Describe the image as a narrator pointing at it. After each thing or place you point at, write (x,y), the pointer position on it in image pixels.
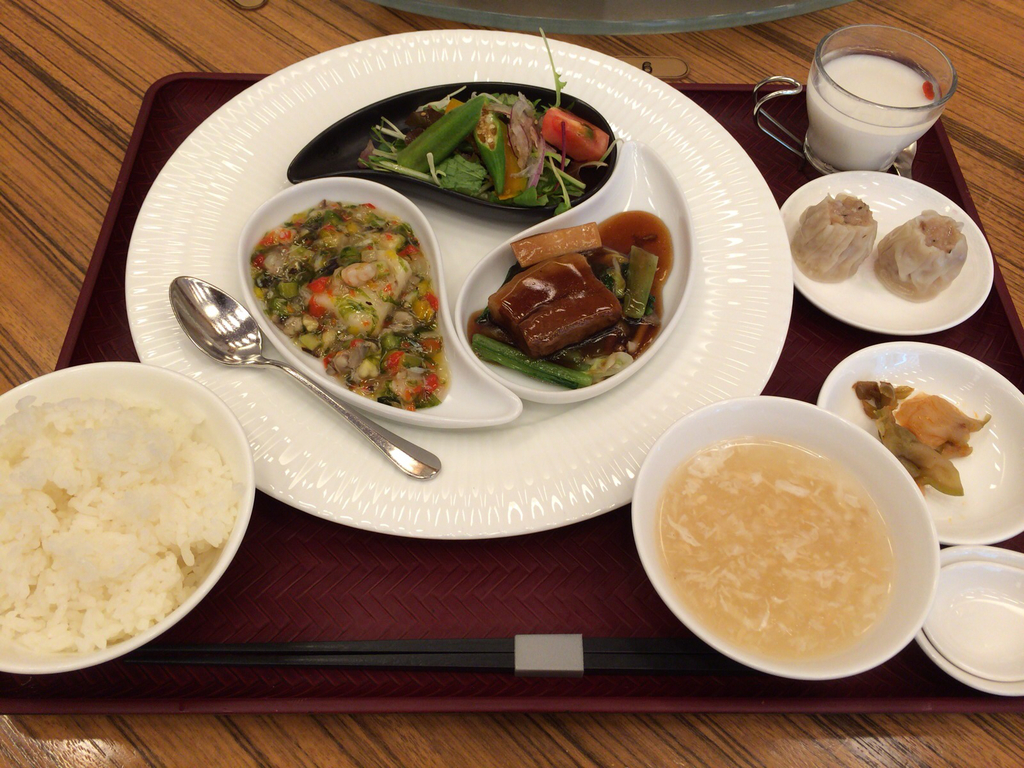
In this image we can see food items (556,341) in bowls (275,209) and plates (224,383). There is a cup (820,154) with some liquid (850,157). There is a spoon (272,361) on the table (311,11).
